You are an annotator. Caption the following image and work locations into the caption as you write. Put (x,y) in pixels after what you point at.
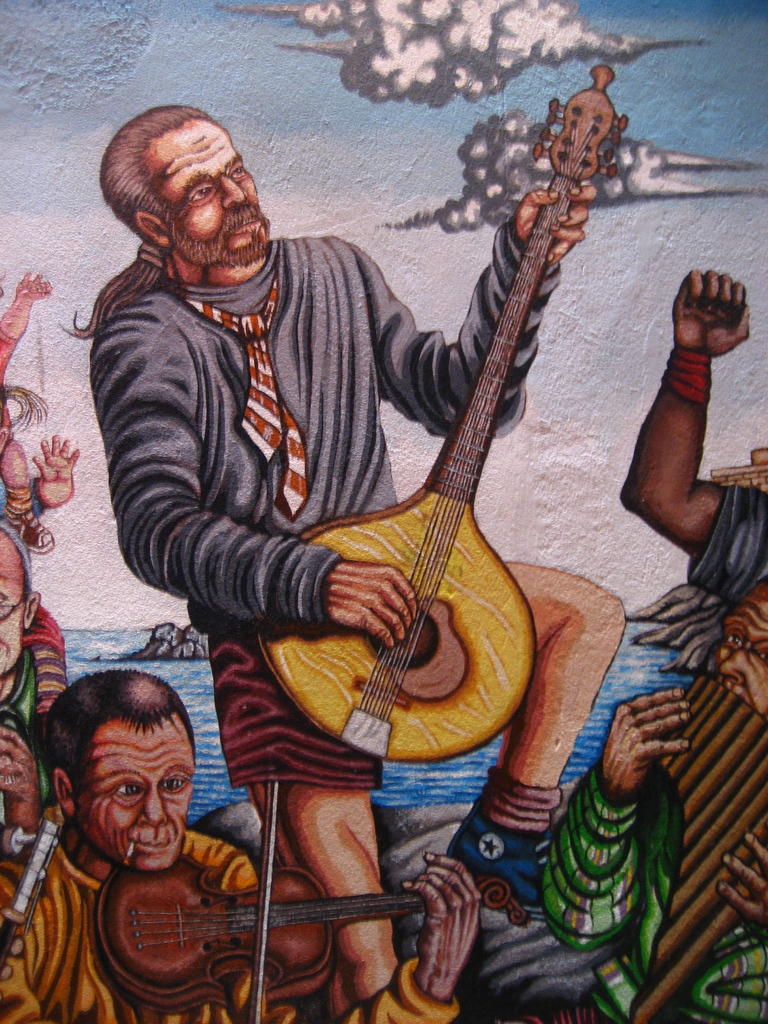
This image consists of a wall (442,329) on which we can see a painting (499,792) of few persons (290,794). In the front (347,708), we can see a man (355,756) playing a guitar (363,694). At the bottom (154,826), the man (104,971) is playing a violin (222,917). In the background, there are clouds (567,6) and water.
